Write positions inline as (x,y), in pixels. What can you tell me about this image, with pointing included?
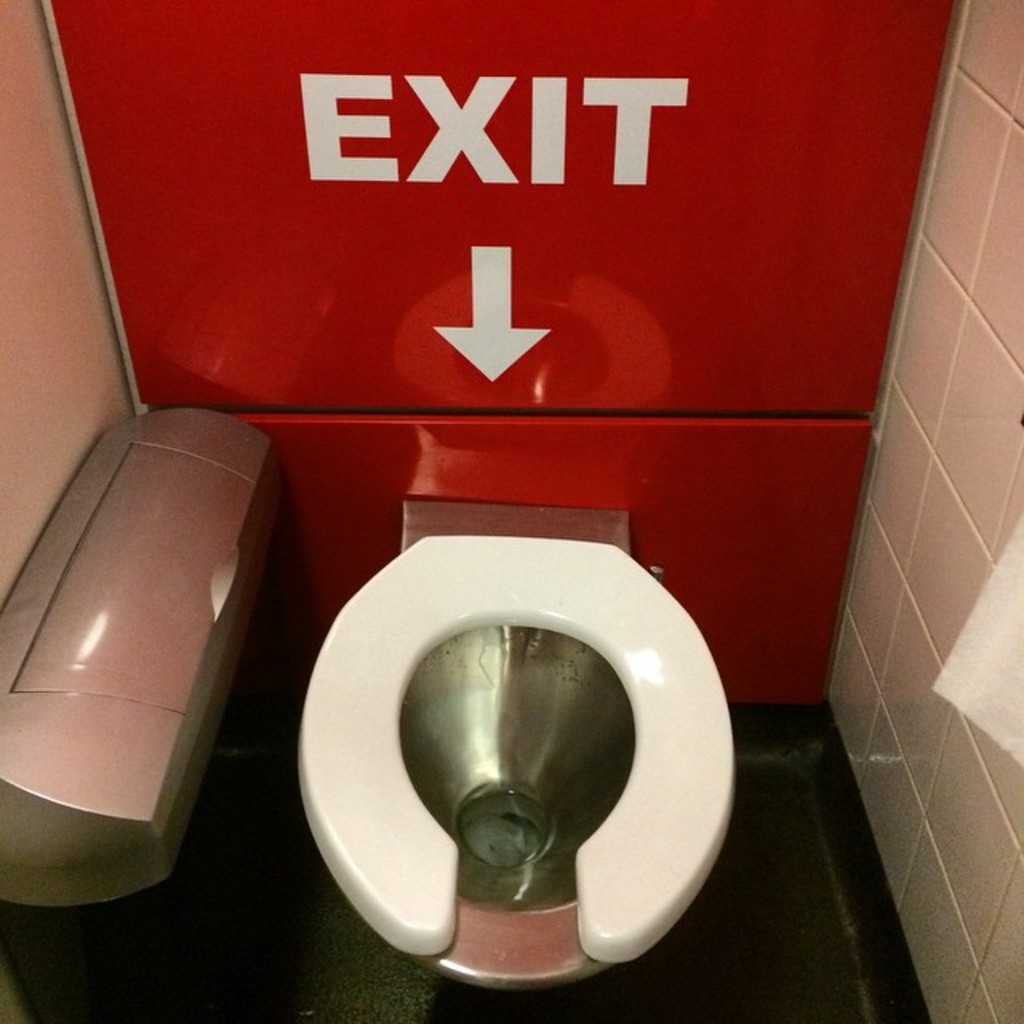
In this image there is a toilet seat (530,796) in the middle (603,677). At the top (534,158) there is a exit board (639,198). On the left side (128,594) there is a bin (78,687). On the right side (985,640) there is a tissue paper (968,620) which is attached to the wall (964,404).
